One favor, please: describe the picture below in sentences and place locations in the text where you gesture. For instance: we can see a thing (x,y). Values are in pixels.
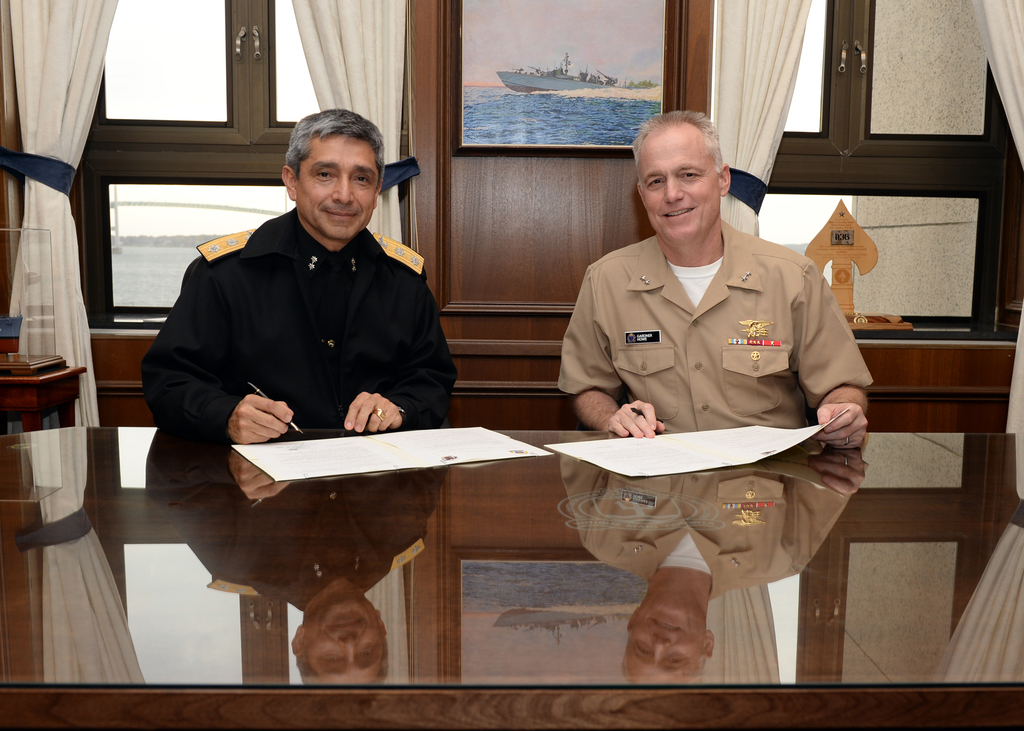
This is a picture in a office (935,421), the two people (824,356) are sitting on a chair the table (513,500) on the top of the table (284,566) this is a glass (777,587) and these are the reflections (409,544) of the two man (582,293) who are sitting and they are holding a paper (704,447) and a pen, the man (330,391) in black dress (322,379) having a ring (381,411) to his hand (393,418) and background of the two people (275,228) there is a windows (206,125) with glass (189,109) and the curtains (346,68) are in white color on the wall (471,188) there is photo frame (522,132), on frame (555,60) this a boat and water painting (547,86).
